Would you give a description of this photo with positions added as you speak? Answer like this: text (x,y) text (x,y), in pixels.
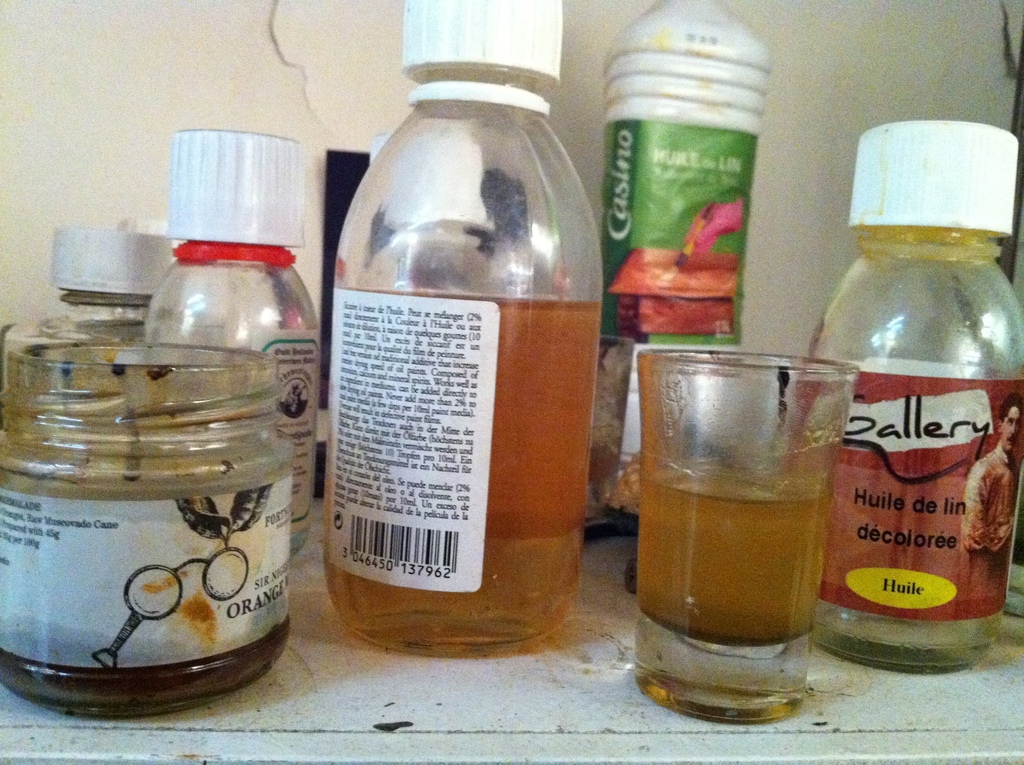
We can able to see bottles (497,303), jar (176,465) and glass (685,527).
